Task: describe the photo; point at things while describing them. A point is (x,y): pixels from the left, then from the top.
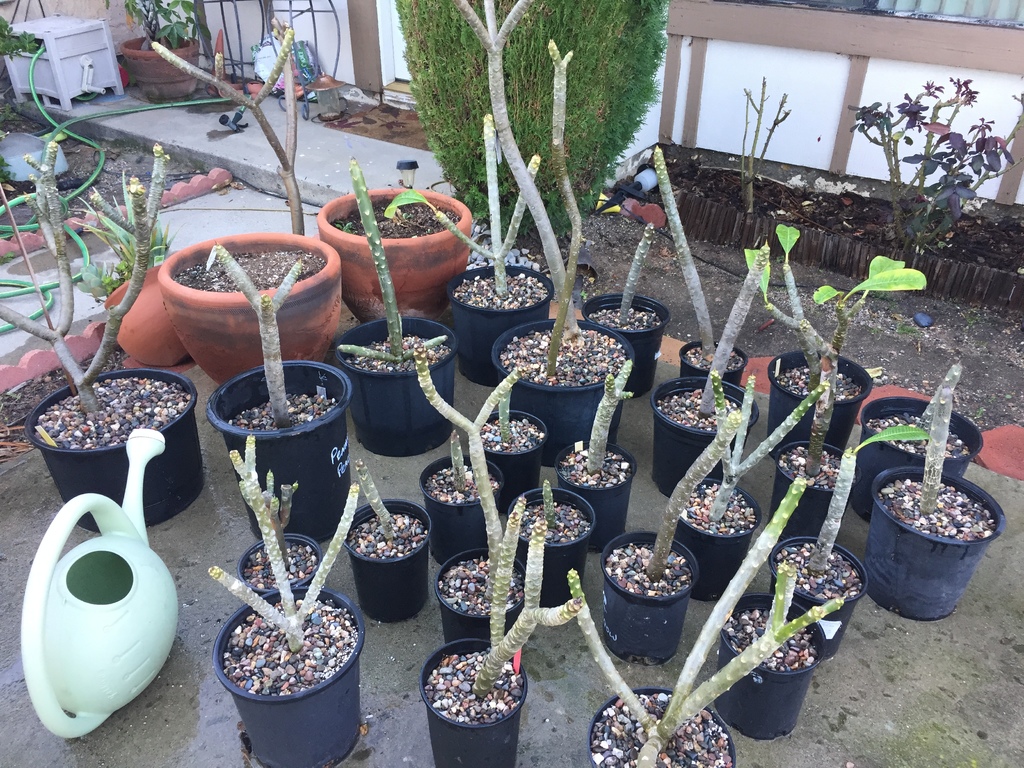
In this image I can see few plants (369,235) in green color, at back (817,61) I can see wall (830,60) in white and brown color.
